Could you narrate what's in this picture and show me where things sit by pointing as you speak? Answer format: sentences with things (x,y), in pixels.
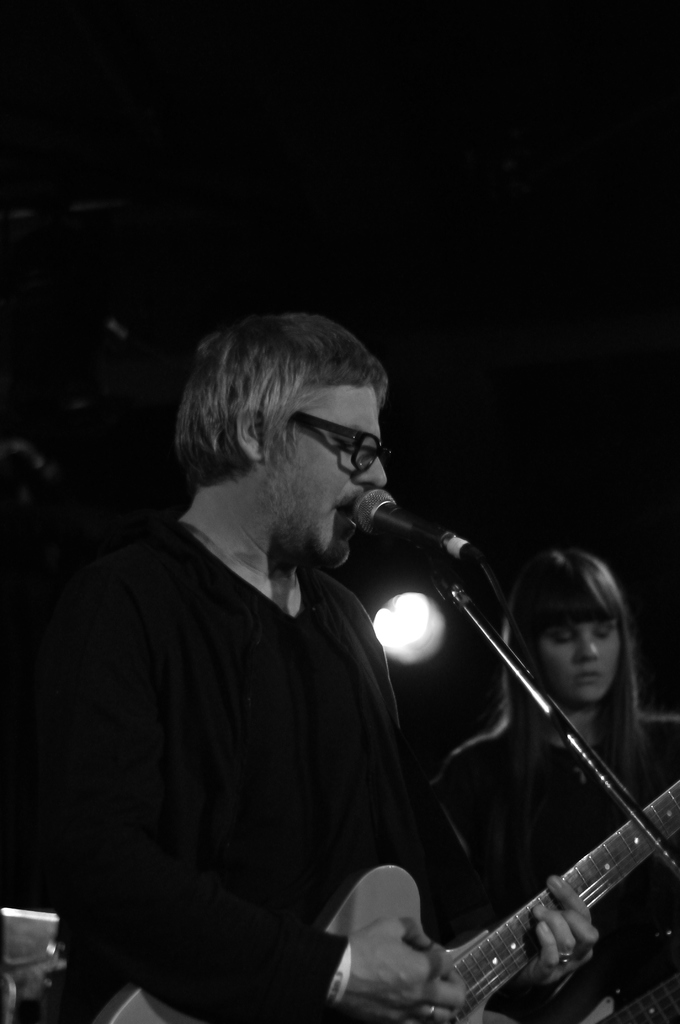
In the center of the image (319,406) there is a man (280,815) standing and playing a guitar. He is singing a song. There is a mic (363,509) placed before him next to him there is a lady (552,754) behind them there is light (400,634).
